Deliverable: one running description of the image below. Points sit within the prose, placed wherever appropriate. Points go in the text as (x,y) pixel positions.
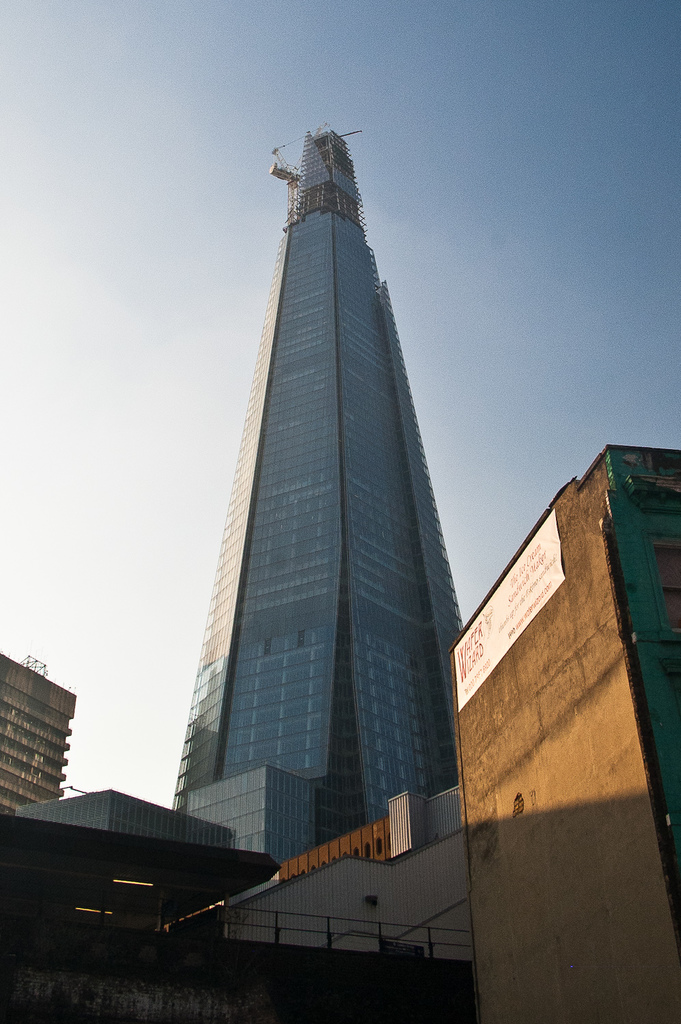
In this image we can see a tower (314,691), buildings (312,841) and sky (128,271).
